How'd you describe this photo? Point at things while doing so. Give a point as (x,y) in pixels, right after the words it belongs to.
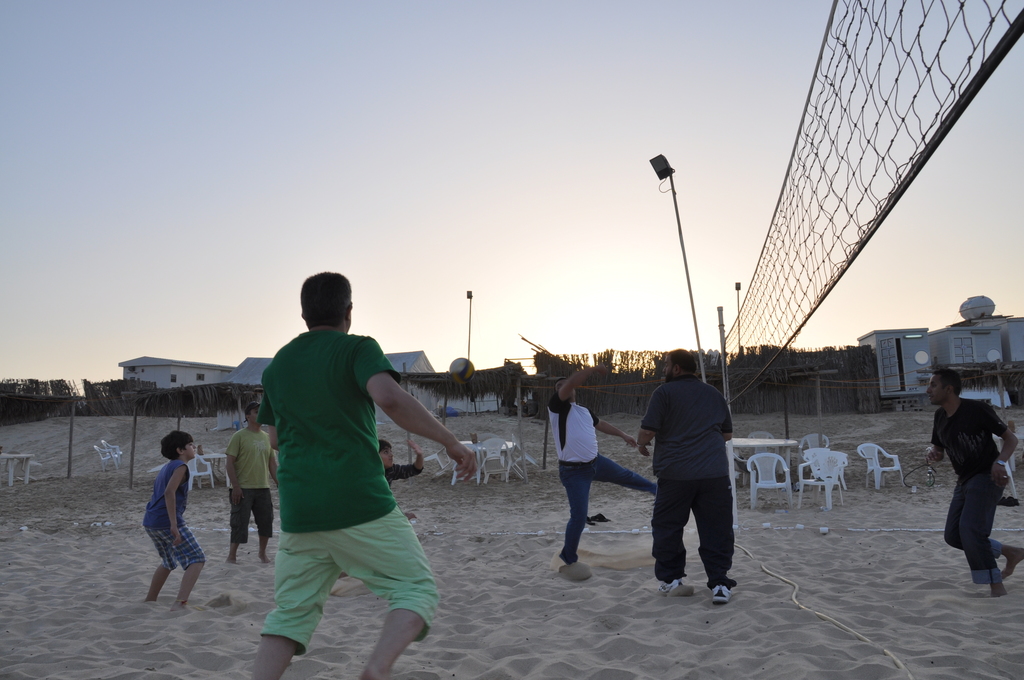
In this picture we can see some people (369,542) playing the volleyball game in the ground (566,620). Behind we can see white chairs (821,456) and small houses (905,372). On the top (966,199) we can see the sky (562,264).
